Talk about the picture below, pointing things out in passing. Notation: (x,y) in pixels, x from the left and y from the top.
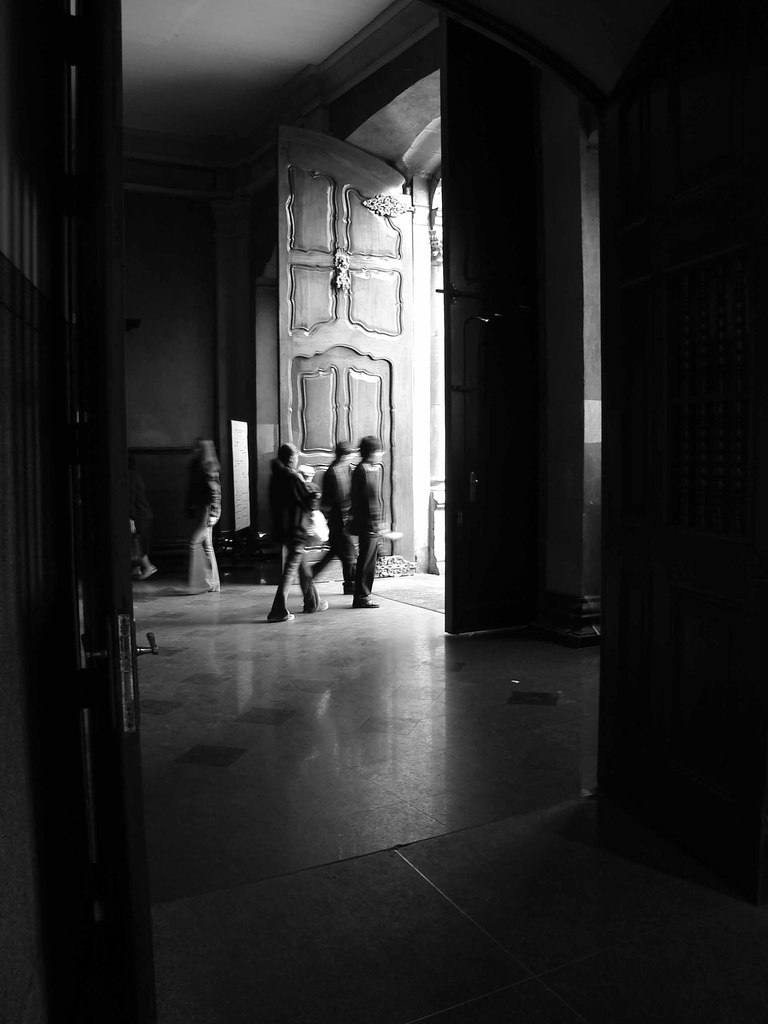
In this image I can see the group of people (335,492) standing inside the building (388,789). I can see the wall (217,441) and doors (315,341) to the building (426,270). This is a black and white image.
